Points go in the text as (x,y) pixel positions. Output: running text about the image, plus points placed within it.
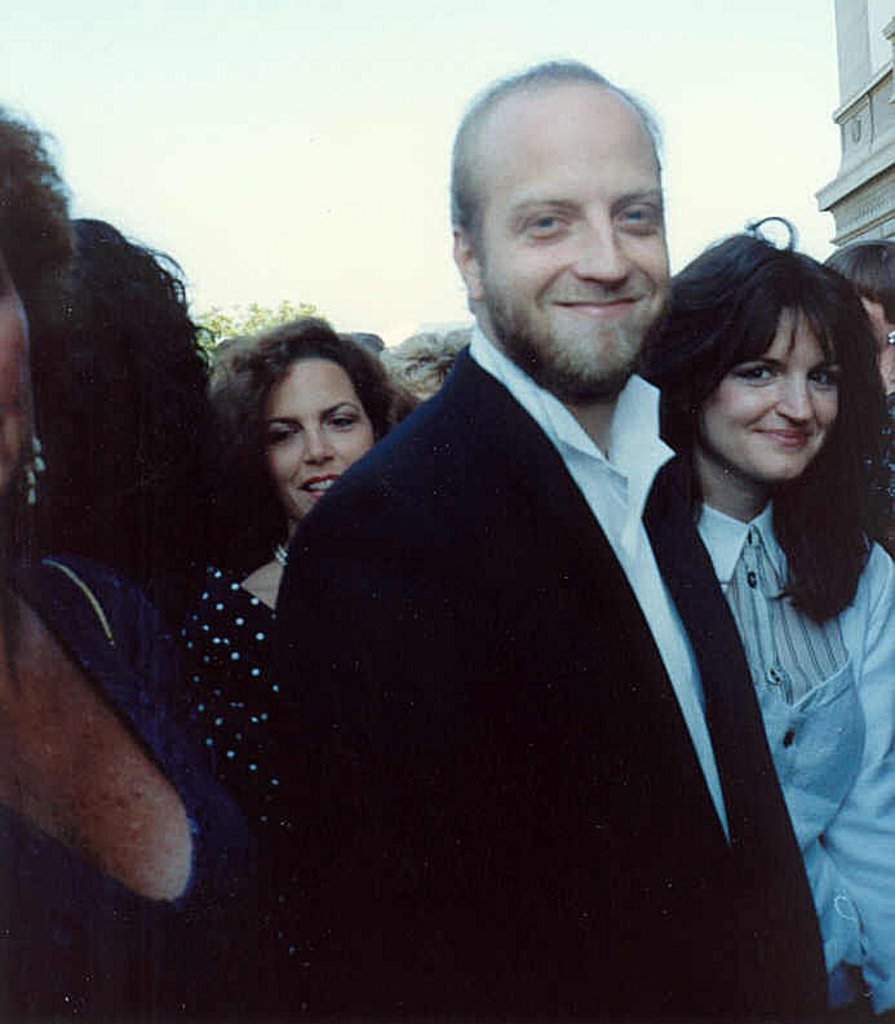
In this image we can see persons (375,506) standing on the road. In the background (332,25) we can see sky (264,104) and building (842,86).
